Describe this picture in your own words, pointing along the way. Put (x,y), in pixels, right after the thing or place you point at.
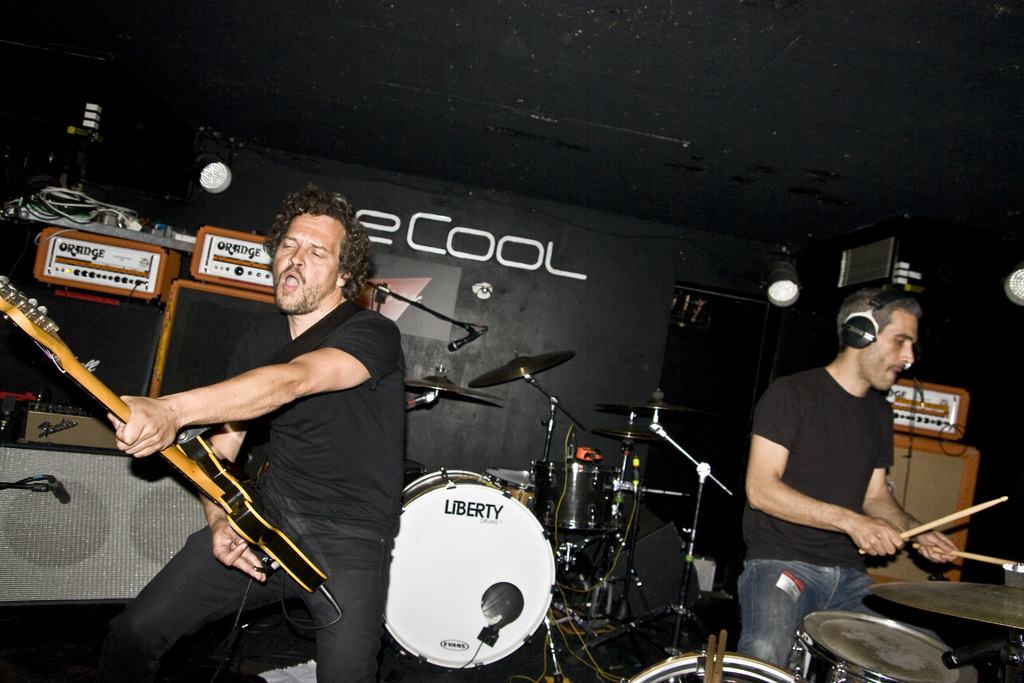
In the image we see there is a man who is holding a guitar (120,406) and a man (832,569) here is playing a drum set (726,676) and behind him there is another drumset (565,506). The man (842,476) is wearing a headphones (865,325).
